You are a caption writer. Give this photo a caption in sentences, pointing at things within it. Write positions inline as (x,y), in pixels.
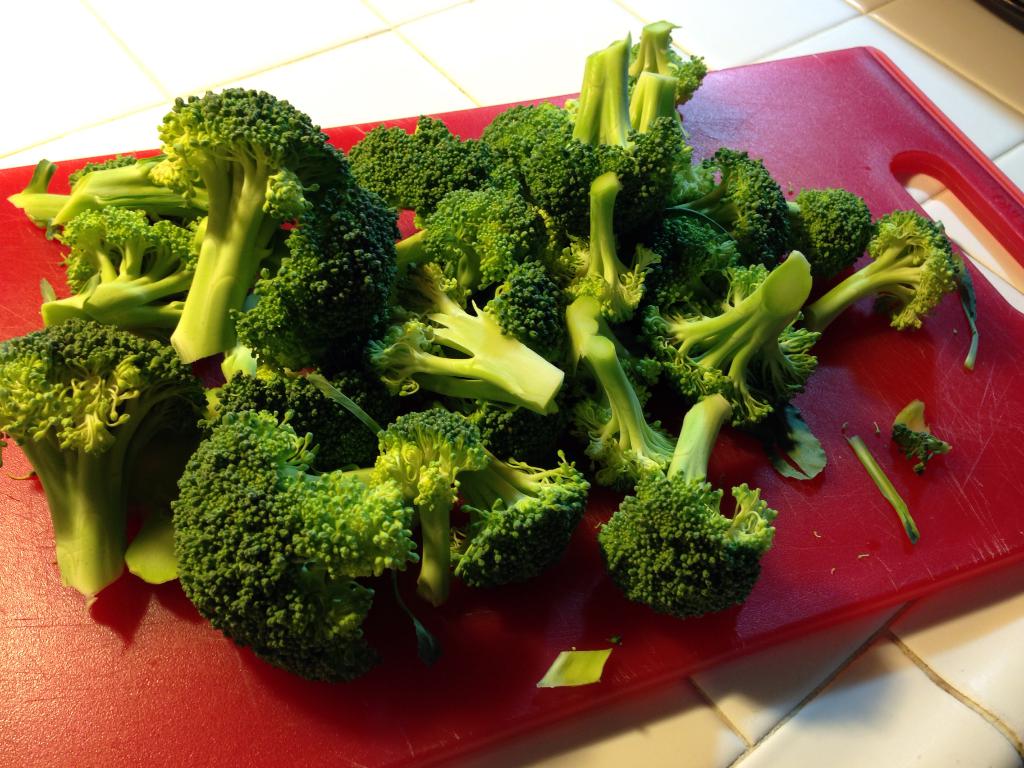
In this image we can see broccoli florets (360,421) placed on the chopping board (444,613). In the background (337,76) there is a surface (391,72).
